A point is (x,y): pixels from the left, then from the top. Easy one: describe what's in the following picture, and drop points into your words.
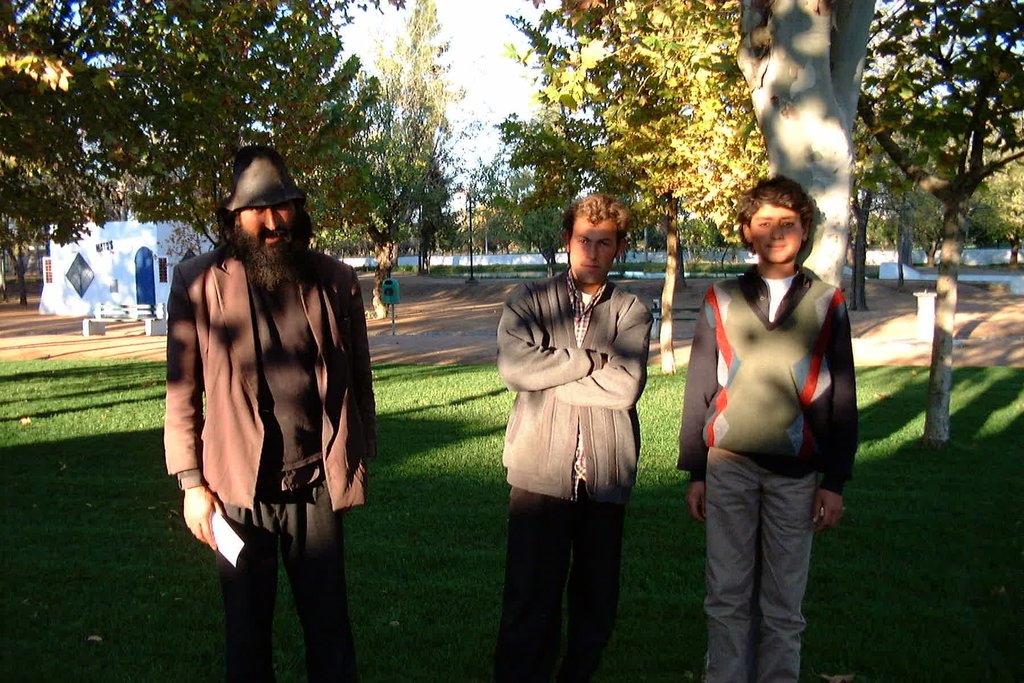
In front of the picture, we see three men (552,339) are standing and they might be posing for the photo. At the bottom (131,625), we see the grass (180,595). On the left side (79,312), we see a building (103,300) in white color. There are trees (526,186) in the background (721,227). We even see a wall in white color. At the top (497,96), we see the sky (386,32).
